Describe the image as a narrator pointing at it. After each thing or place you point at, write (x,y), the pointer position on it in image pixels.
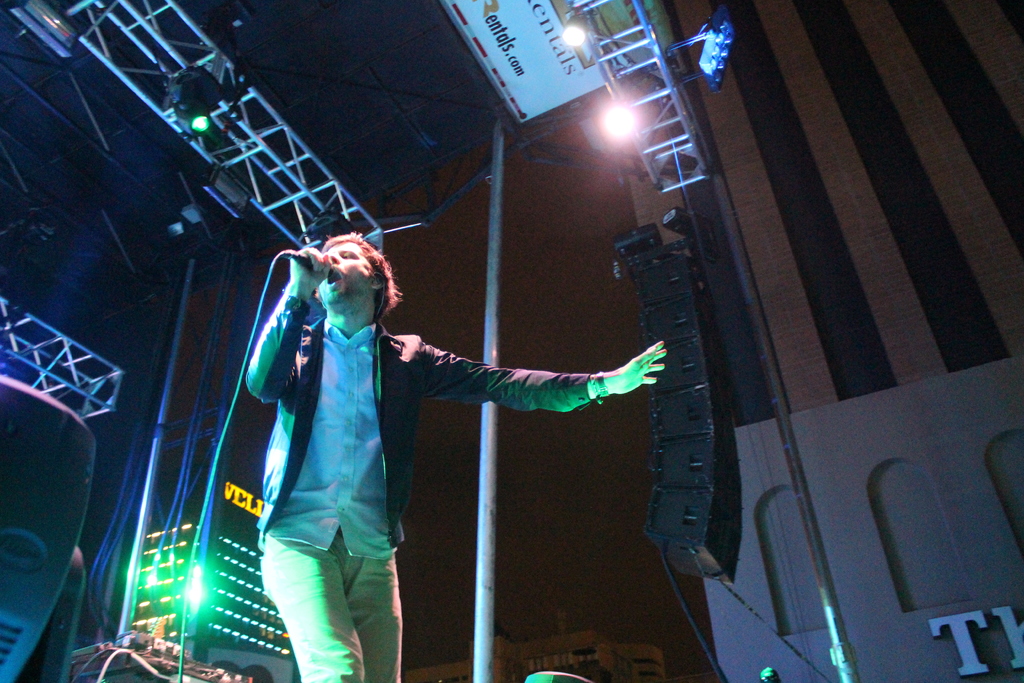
In this image we can see a man (312,355) holding a mic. There are rods (242,108) and poles (493,330). Also there are lights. And there are speakers (672,343).
